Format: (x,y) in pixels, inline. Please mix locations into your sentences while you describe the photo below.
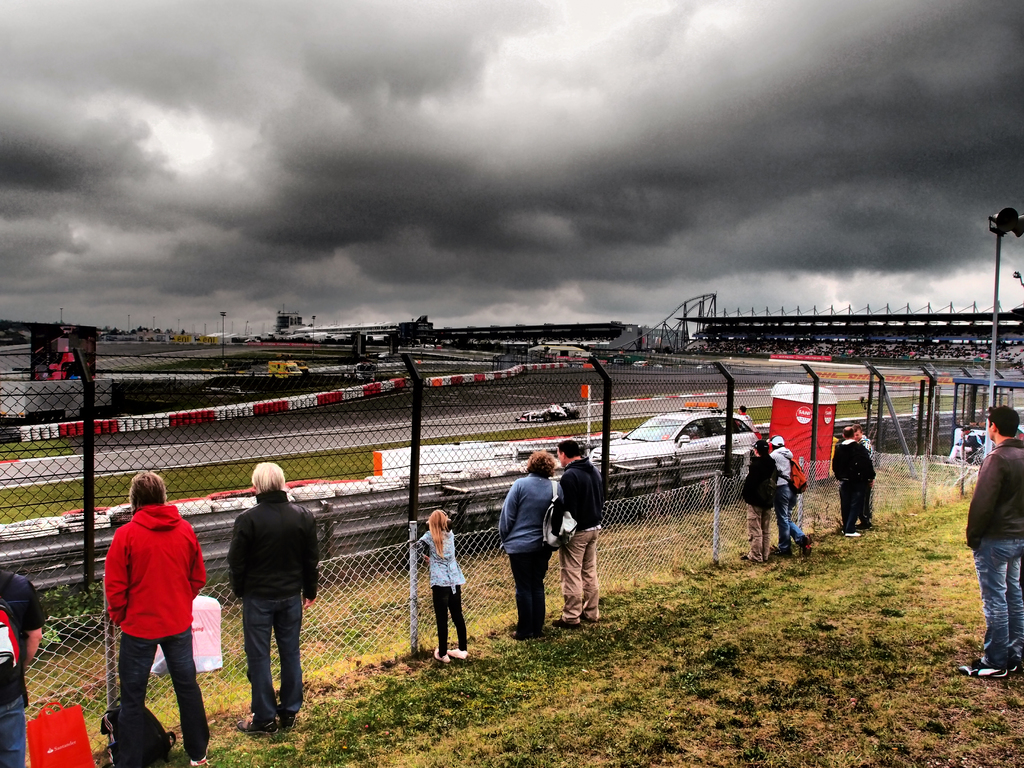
In the picture we can see the part of the grass surface (910,748) on it, we can see some people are standing near the fence (92,449) and watching the race and in the background (455,221) we can see the sky (465,254) with clouds (932,244).
